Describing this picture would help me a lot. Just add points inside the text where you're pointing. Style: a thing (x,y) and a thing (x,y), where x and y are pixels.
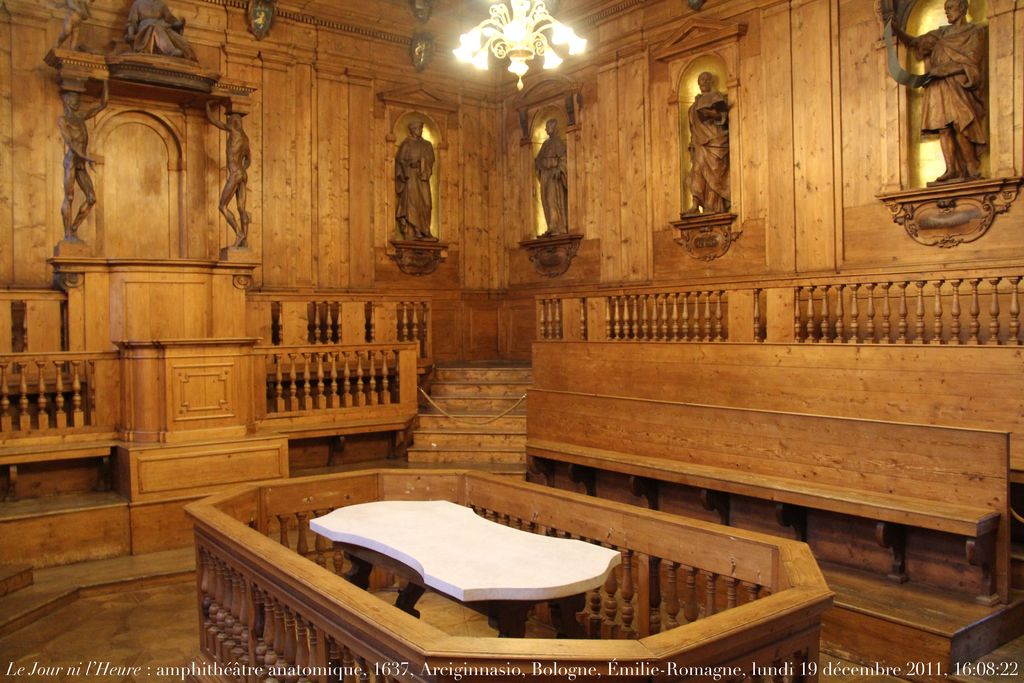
This is the inside picture of the building (505,246). In this image there are sculptures (961,102) on the wall (857,135). In front of the sculptures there are stairs (488,399). In front of the image there is a table (482,579). Around the table (482,579) there is a closed wooden fence (587,596). On top of the image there is a chandelier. There is some text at the bottom of the image (622,672).
